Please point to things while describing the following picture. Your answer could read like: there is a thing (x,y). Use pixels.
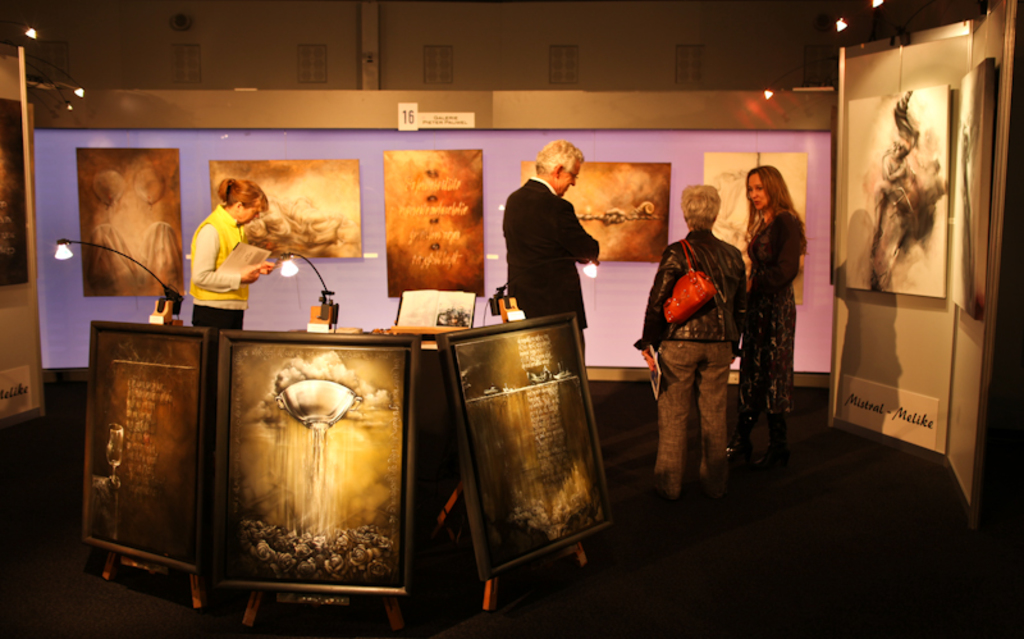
In this picture we can see four people (206,251) standing on the floor (619,449), bag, boards (14,264), walls (638,363), lights (134,262), some objects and in the background (177,69) we can see windows (426,57).
